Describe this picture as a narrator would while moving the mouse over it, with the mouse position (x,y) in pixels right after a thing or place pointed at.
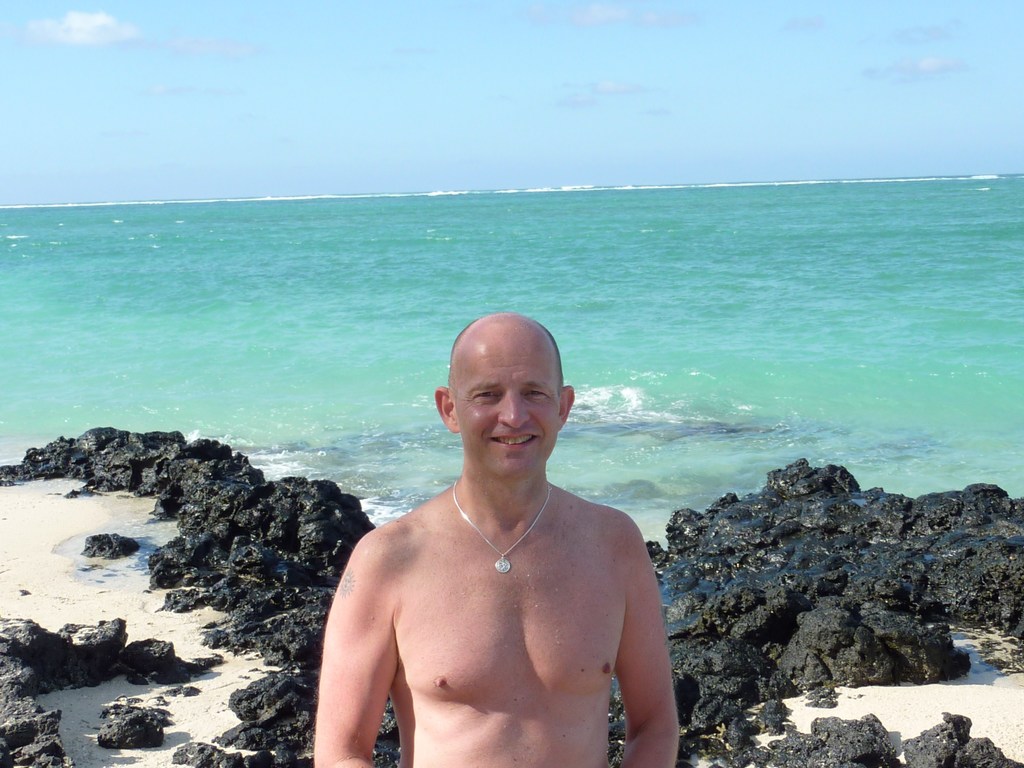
This picture is clicked outside the city. In the foreground (570,628) there is a man (501,449) smiling and standing. In the background (860,495) we can see the rocks (261,505) and a water body (471,282) and the sky (699,87).
